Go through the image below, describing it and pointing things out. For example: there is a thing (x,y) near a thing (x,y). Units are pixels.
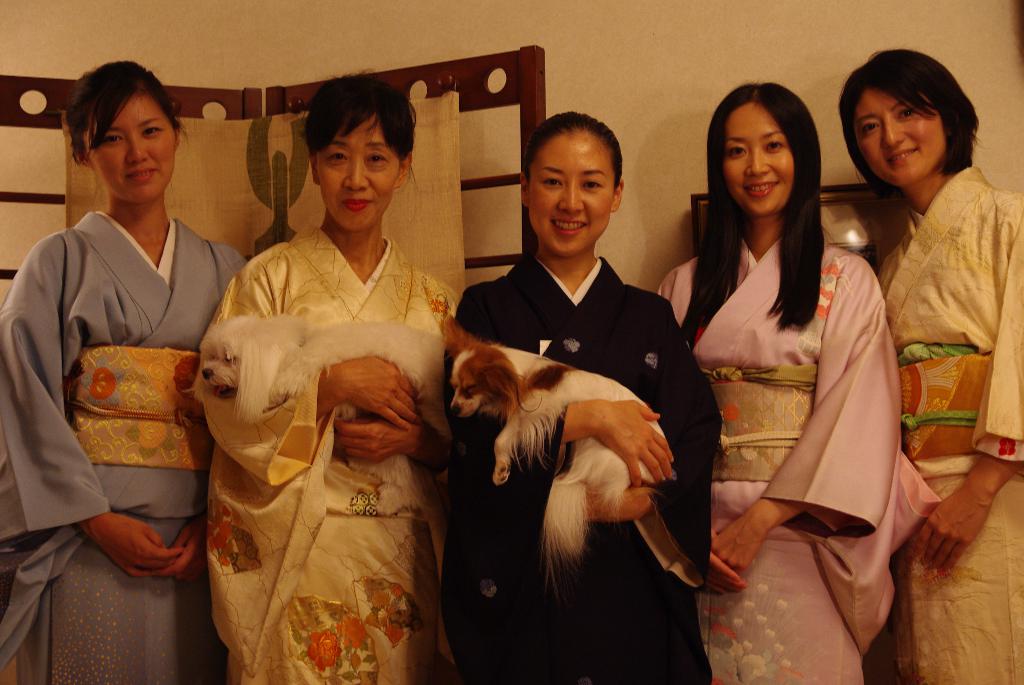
In the picture we can see five women (958,388) are standing, two of them are holding the dogs (543,373) and they all are smiling and behind them we can see the wall (477,281) with a wooden frame (531,87) near it.
